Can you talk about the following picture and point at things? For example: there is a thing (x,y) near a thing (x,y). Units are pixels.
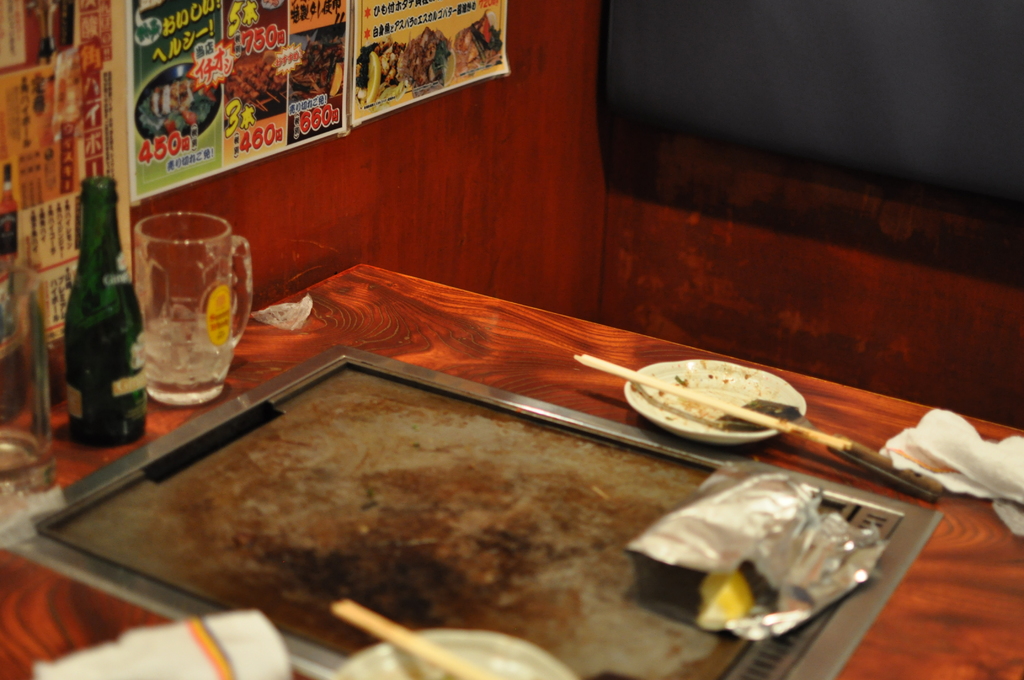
There is a bottle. There is a glass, bottle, plate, stick (605,365), tissue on a table (389,459). We can see in the background (298,190) posters (327,95) and wall (719,216).
